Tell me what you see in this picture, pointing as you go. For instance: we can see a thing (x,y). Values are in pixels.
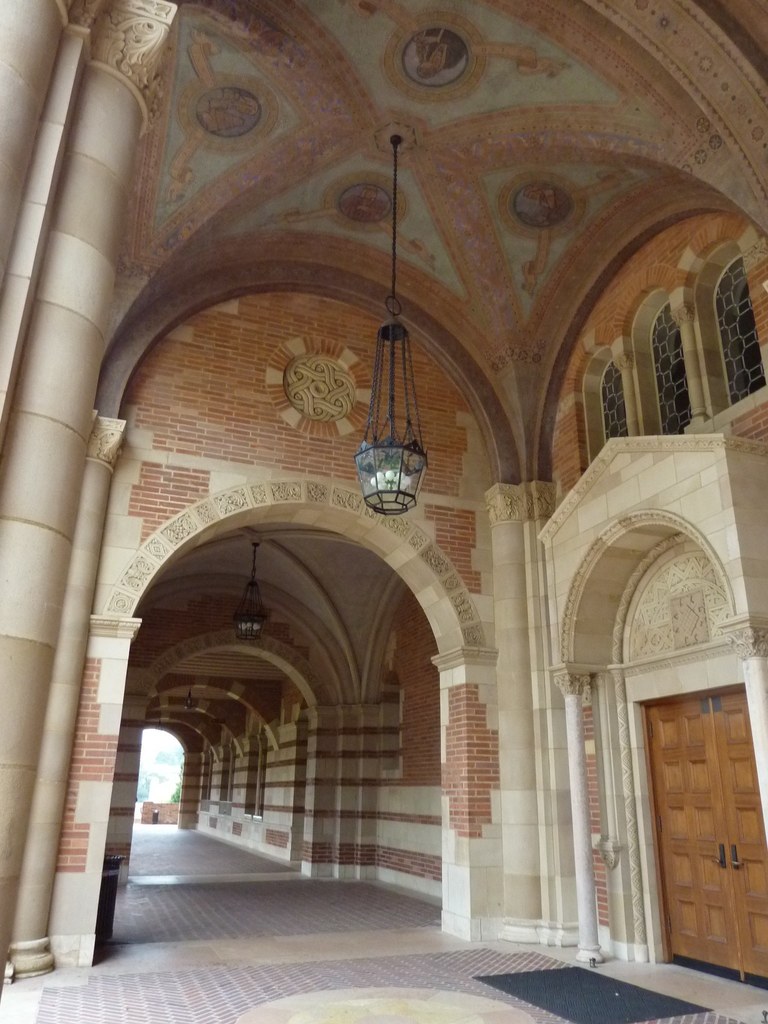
In this picture we can see a building (249,651), few lights (406,454) and doors (688,826).
